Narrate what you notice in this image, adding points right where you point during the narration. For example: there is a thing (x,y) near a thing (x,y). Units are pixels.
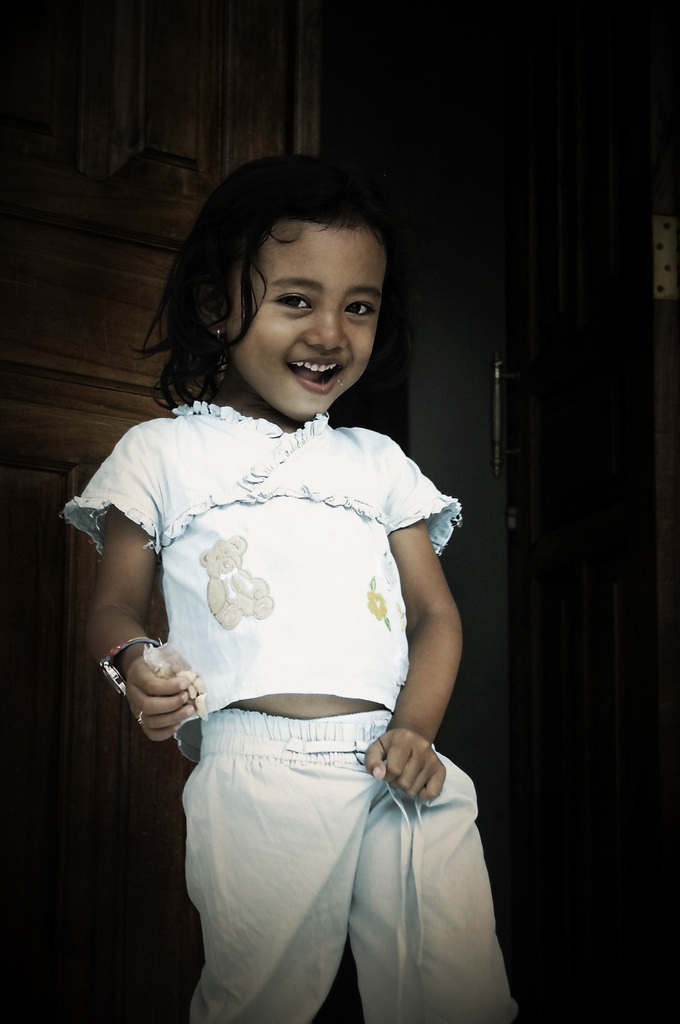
In this image we can see a girl (205,685) holding polythene cover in the hand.
